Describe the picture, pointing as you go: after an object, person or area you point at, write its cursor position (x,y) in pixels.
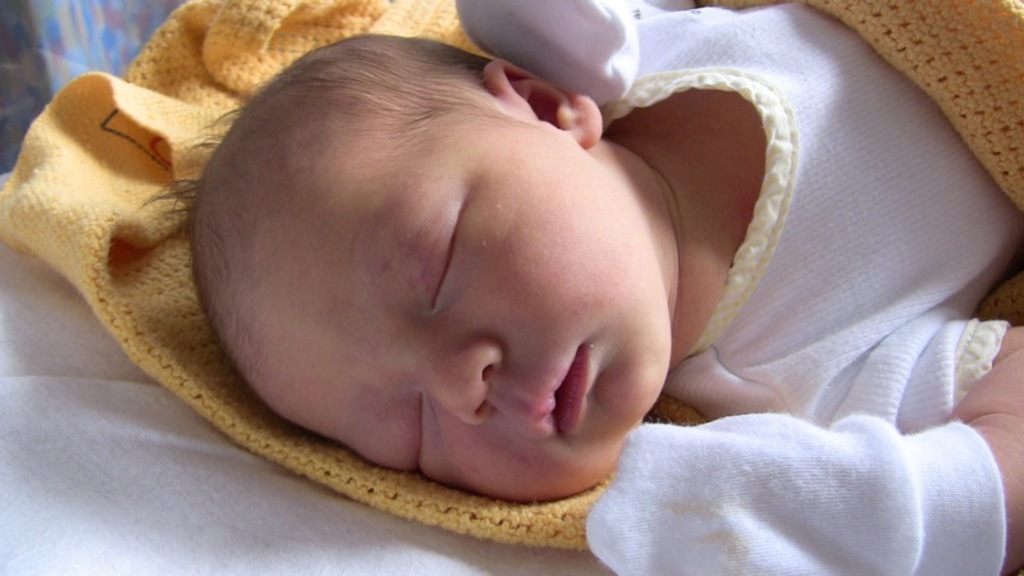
In this image a baby (637,269) is wearing a white dress (824,237) is lying on the cloth (291,450). Baby (323,319) is wearing gloves (555,81).
